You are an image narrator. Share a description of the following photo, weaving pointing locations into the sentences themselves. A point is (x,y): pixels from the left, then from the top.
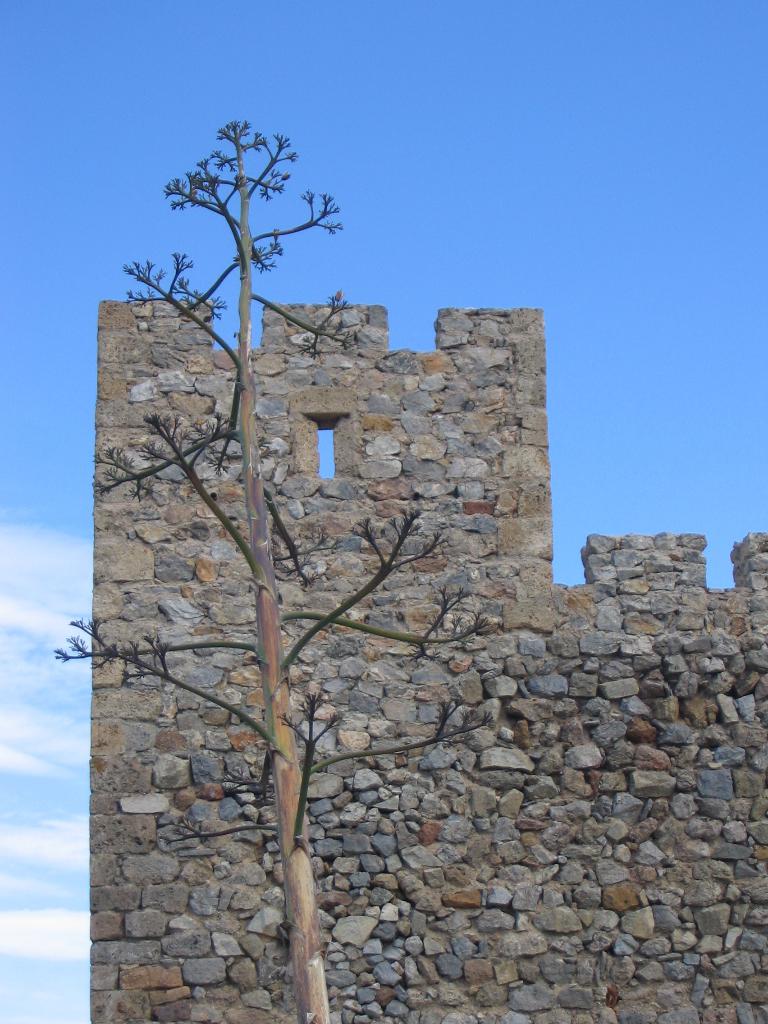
In this picture I can see a stone wall (380,603), a tree (445,594) and I can see a blue cloudy sky (409,250).
